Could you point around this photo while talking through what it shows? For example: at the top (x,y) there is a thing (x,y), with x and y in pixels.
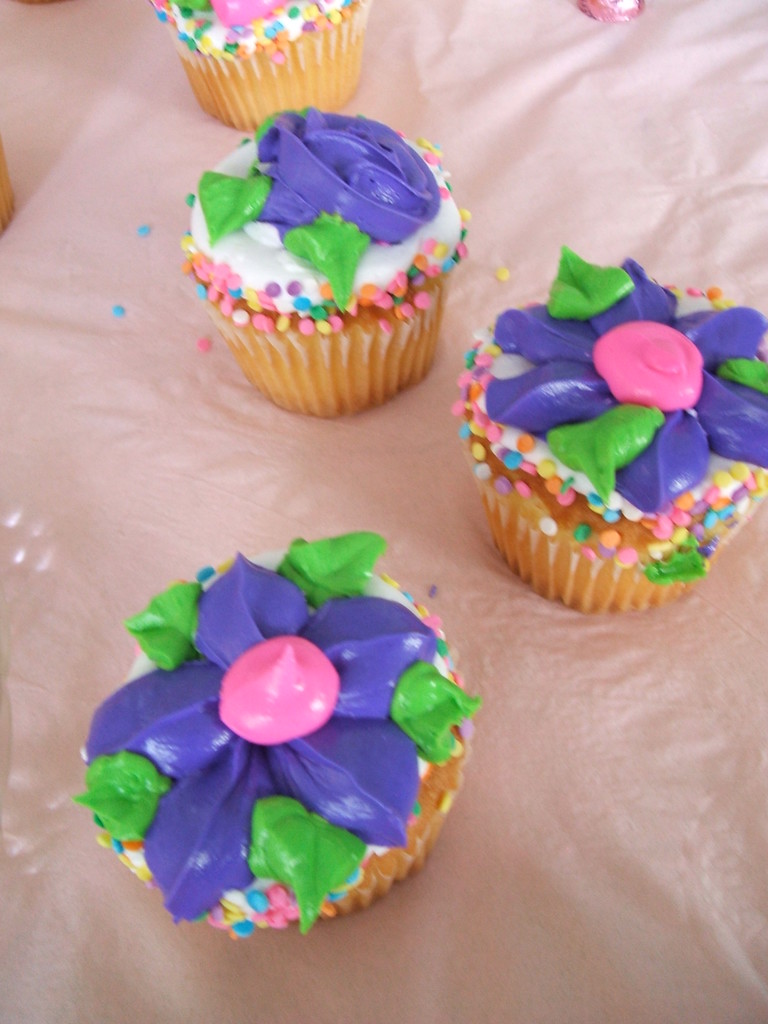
In the image on the pink surface (537,288) there are four cupcakes (344,276). On the cupcakes (313,670) there are violet, green and pink color cream (284,627) on it.
